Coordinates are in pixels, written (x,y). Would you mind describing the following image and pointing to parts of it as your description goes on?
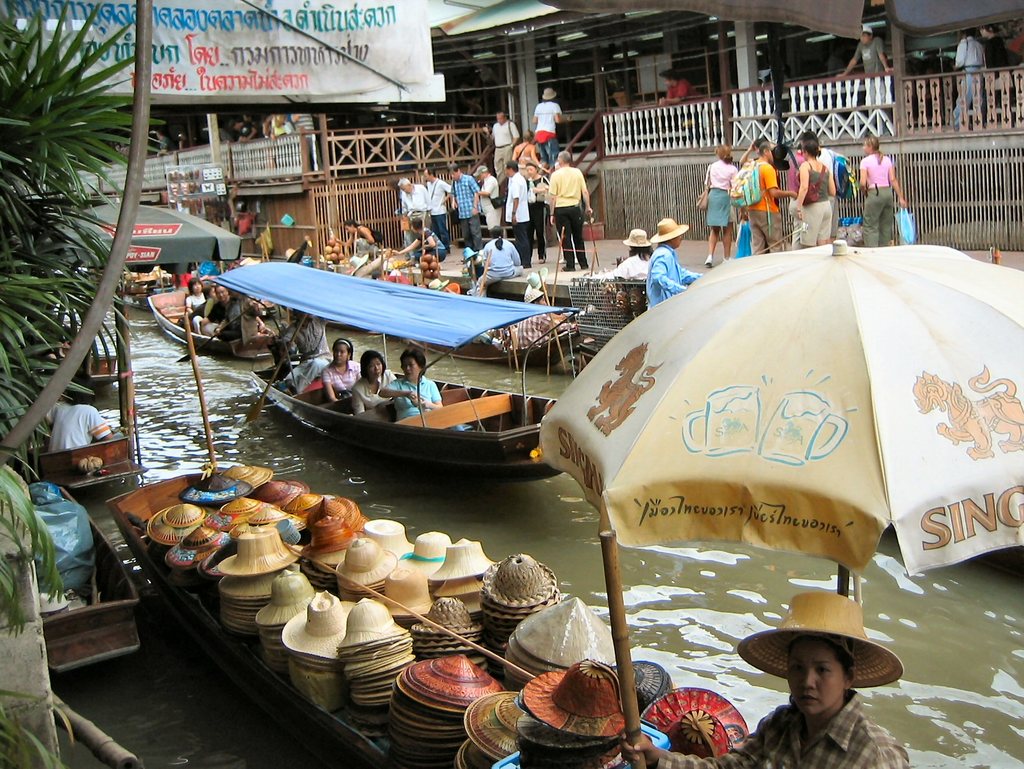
In this image I can see a group of people (305,384) and boats (315,395) in the water (690,668), umbrella hats (215,546), houseplants (24,387), trees (24,387), posters (323,60), boards (236,33), fence (390,245) and a group of people (651,294) on the road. In the background (1008,180) I can see buildings (747,51), shops (714,81), wires (327,48), shed (925,15) and so on. This image is taken may be during a day.
